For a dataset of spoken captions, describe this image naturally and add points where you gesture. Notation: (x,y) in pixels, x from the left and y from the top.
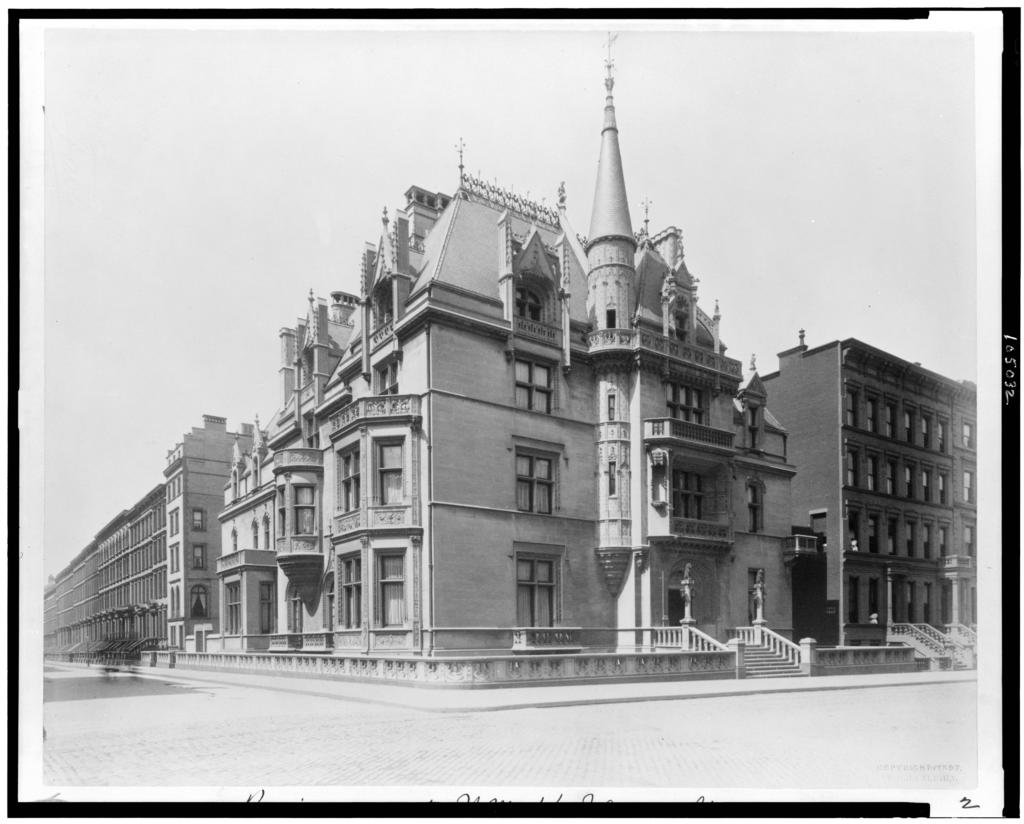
In this image we can see a building (453,561), in front of the building (258,512) there is a road (627,773). In the background of the image (485,130) there is a sky (638,143).
